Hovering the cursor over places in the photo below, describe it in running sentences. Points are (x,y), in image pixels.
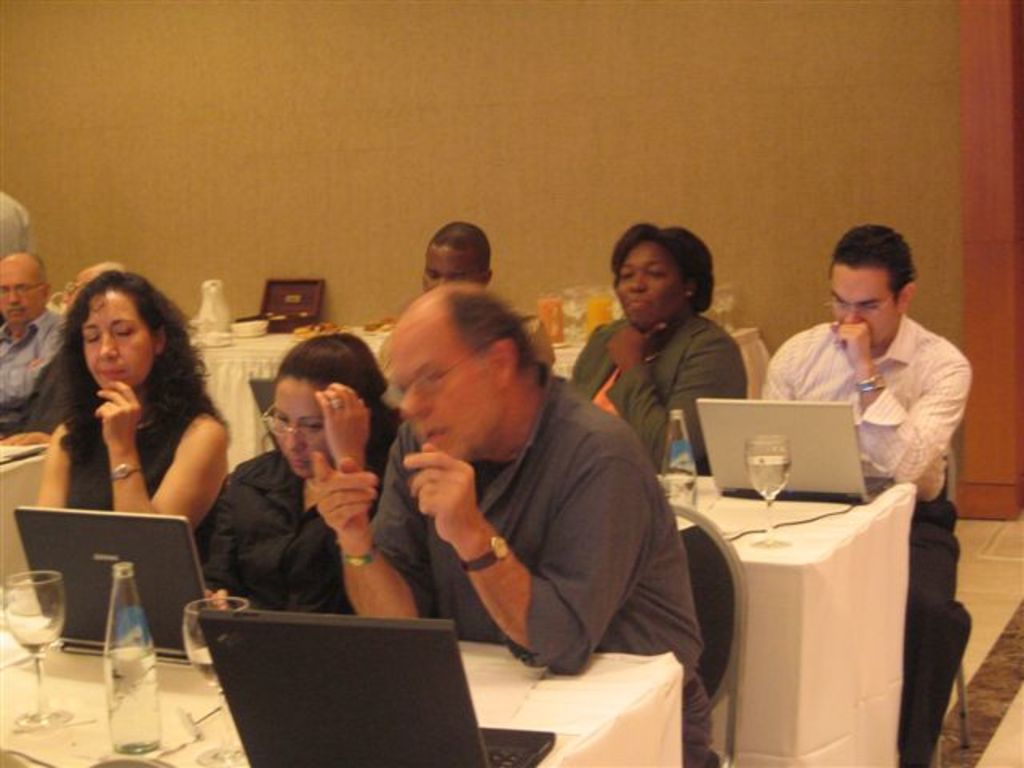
in the picture there are many people (464,314) sitting on a chair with a table (730,497) in front of them on the table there are laptops (181,565) in which they are working on the table (6,506) there are bottles (114,645) and glasses (35,711).
